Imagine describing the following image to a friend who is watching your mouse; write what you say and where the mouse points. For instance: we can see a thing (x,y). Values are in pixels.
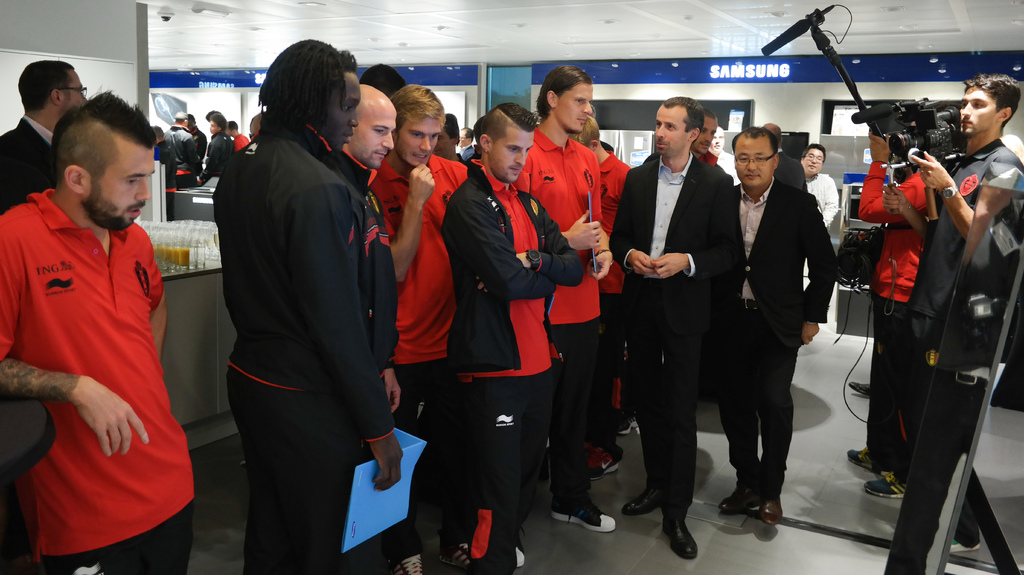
In this image we can see there are people (626,243) standing and there are a few people (332,442) holding files (402,477) and few people (979,134) holding a camera (914,141). And there is the table (186,290), on the table (186,309) there are glasses (172,241) with juice (180,251). And there is the stand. There is the wall (756,108) with board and papers (740,121). At the top (718,31) there is the ceiling (487,22).
